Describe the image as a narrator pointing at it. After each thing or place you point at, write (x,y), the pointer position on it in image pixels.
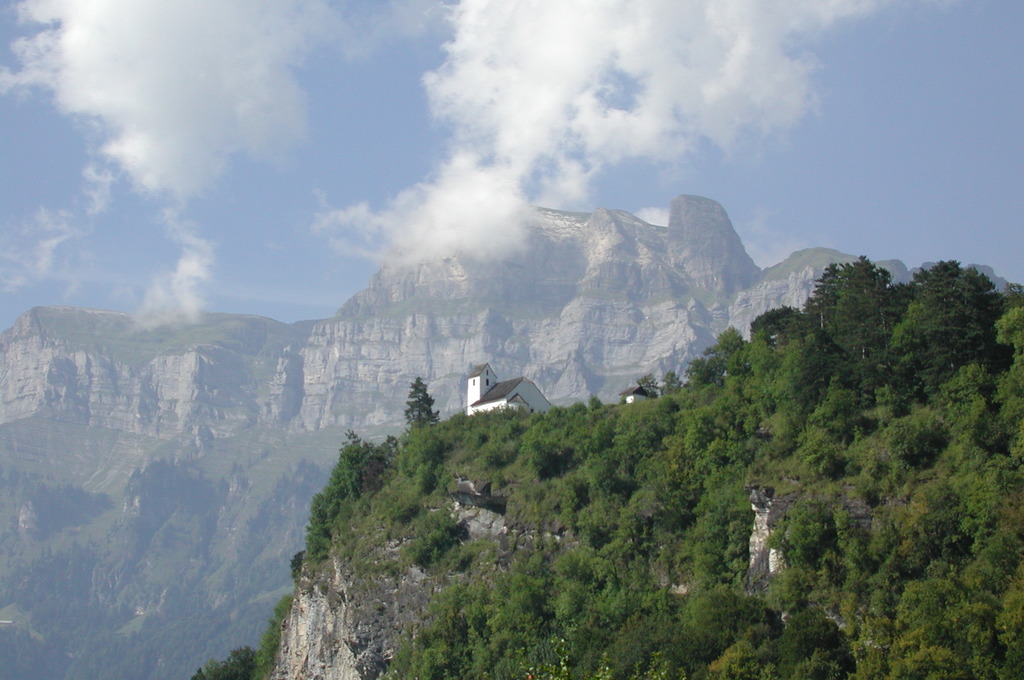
This looks like a house (483,394). I can see the trees (697,599) and plants (711,633). I think these are the mountains (537,317). These are the clouds (629,75) in the sky (809,91).
